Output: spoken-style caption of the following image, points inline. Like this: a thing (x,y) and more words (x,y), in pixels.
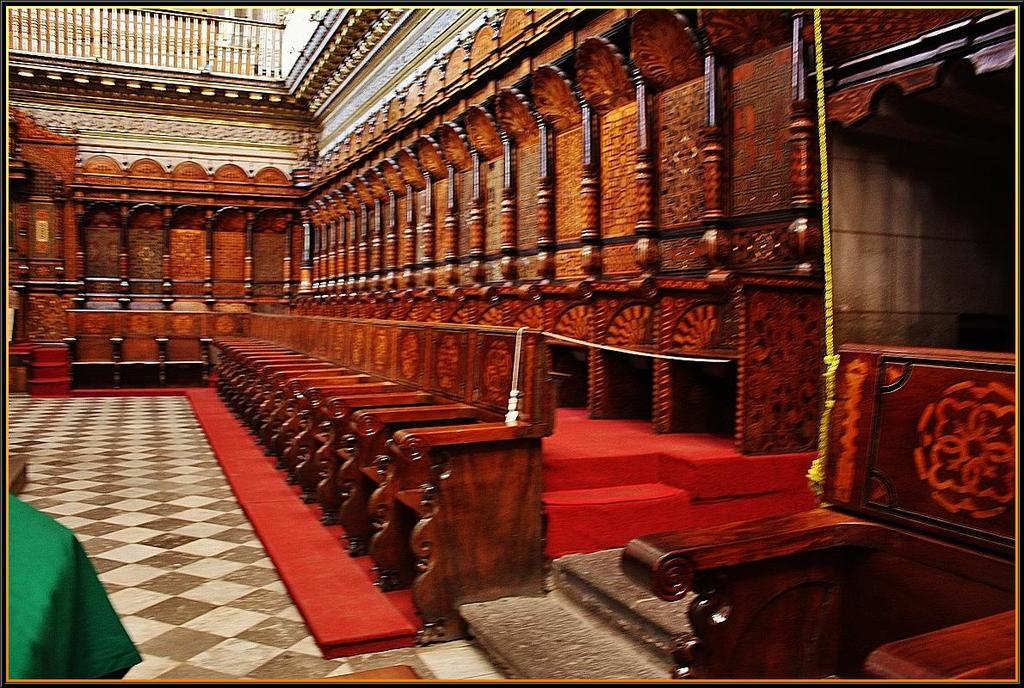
This picture shows inside of the building (439,428) and couple of chairs (397,434).
